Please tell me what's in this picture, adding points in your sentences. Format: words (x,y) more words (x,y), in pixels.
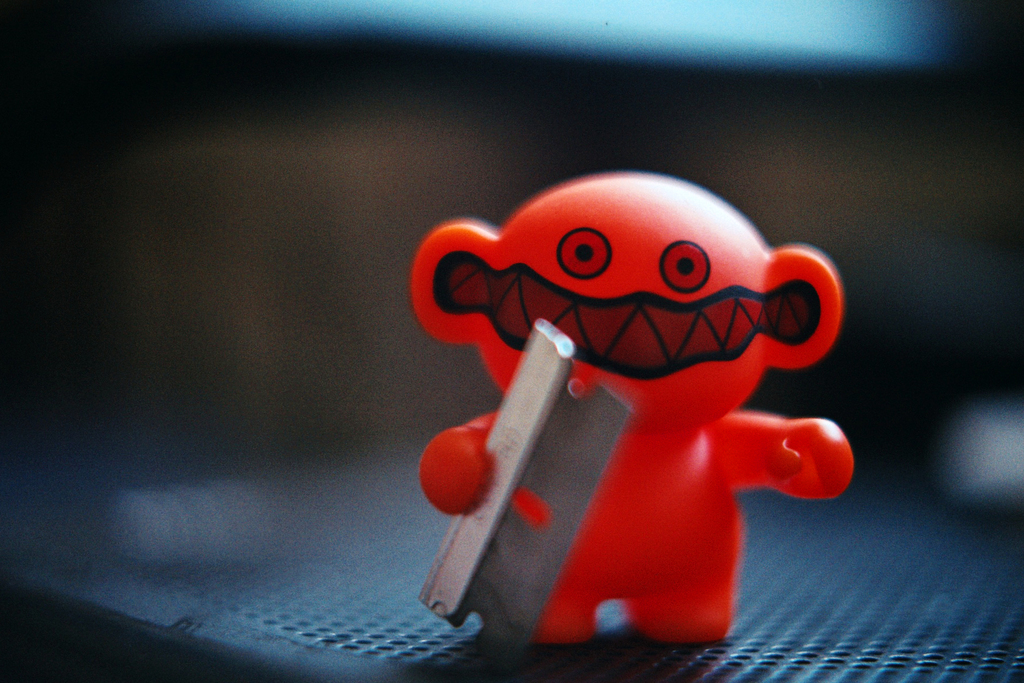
In this image we can see the red color toy (714,322) which is placed on the surface (764,641). The background of the image (297,9) is dark and blurred completely.
